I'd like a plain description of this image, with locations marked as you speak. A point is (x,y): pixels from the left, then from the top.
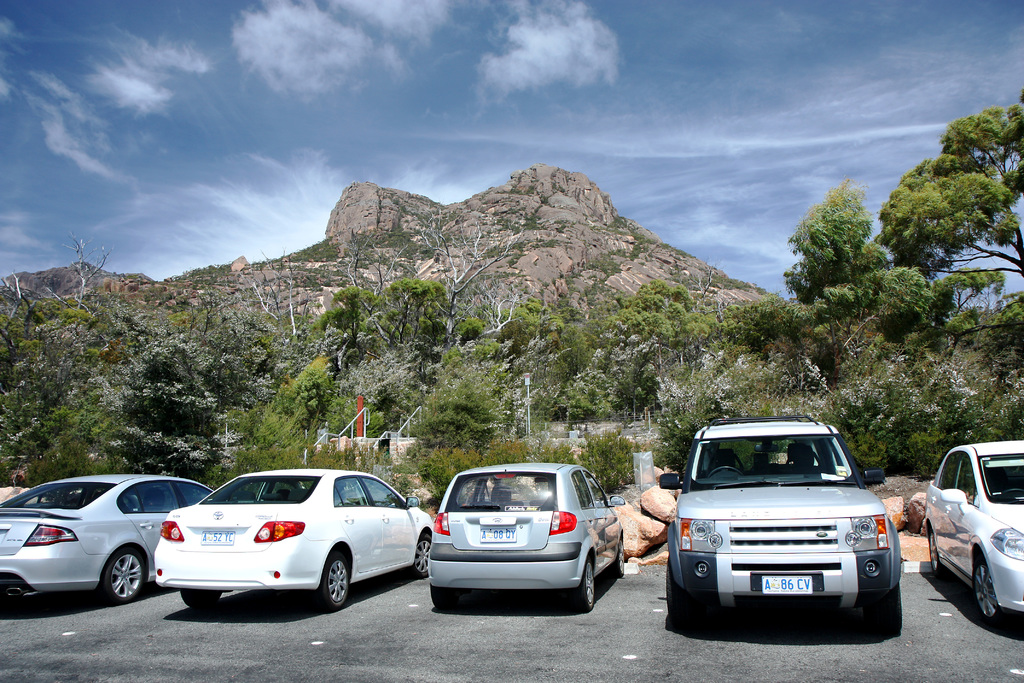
In the foreground of this image (449,538), there are cars (395,536) parked side to the road (710,625). In the background (328,446), we can see trees (672,372), poles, mountain (530,217), sky (397,123) and the cloud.
